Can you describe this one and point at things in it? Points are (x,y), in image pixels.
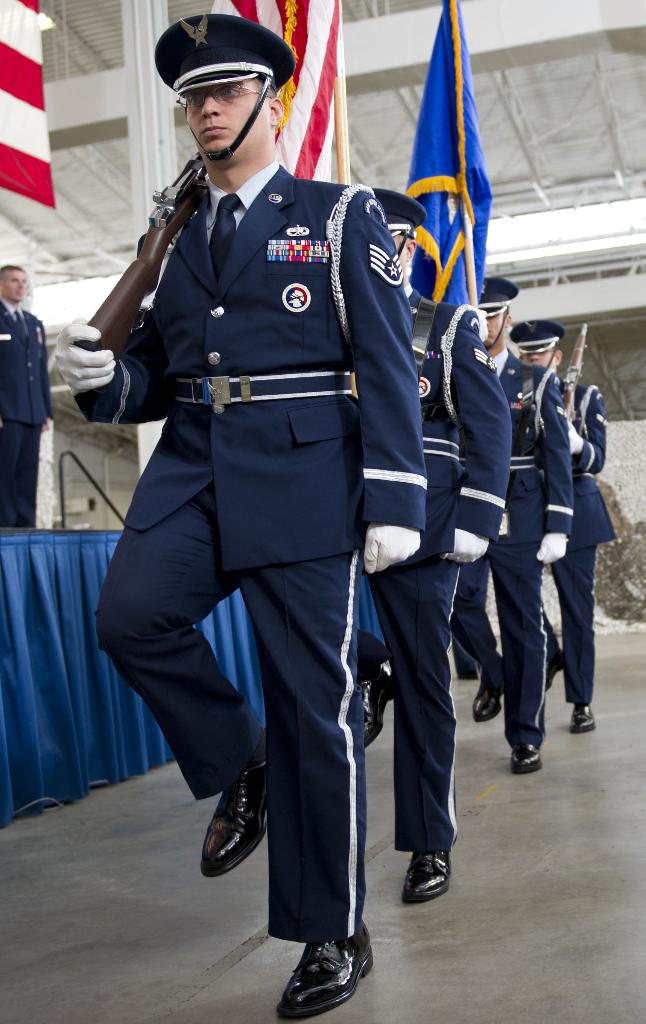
In this picture we can observe four men (424,477) marching on the floor (503,866), wearing blue color dresses (268,435). We can observe that two of them were holding guns (139,284) in their hands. All of them were wearing caps (192,41) on their heads (273,93). There are three flags (14,78). We can observe a stage (25,620) on the left side (32,565) on which there is a person (22,432) standing. In the background (123,20) there is a white color pillar (140,96).
